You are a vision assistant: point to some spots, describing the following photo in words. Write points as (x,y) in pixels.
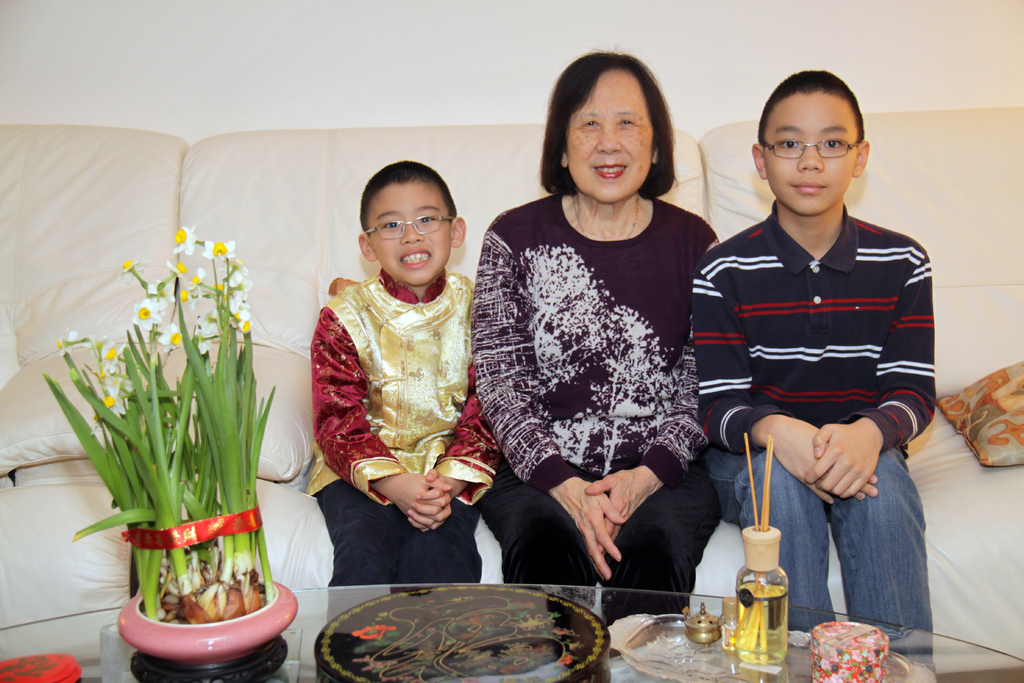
In the image we can see there are three people (663,419) sitting on the sofa (1010,467), they are wearing clothes (536,343) and two of them spectacles (386,231). There is a sofa (91,187) white in color. In front of the people (584,347) there is a table (309,614), on the table (322,625), we can see a plant pot (185,406) and other objects (723,641). There is a pillow (995,415) and a wall (138,47).
